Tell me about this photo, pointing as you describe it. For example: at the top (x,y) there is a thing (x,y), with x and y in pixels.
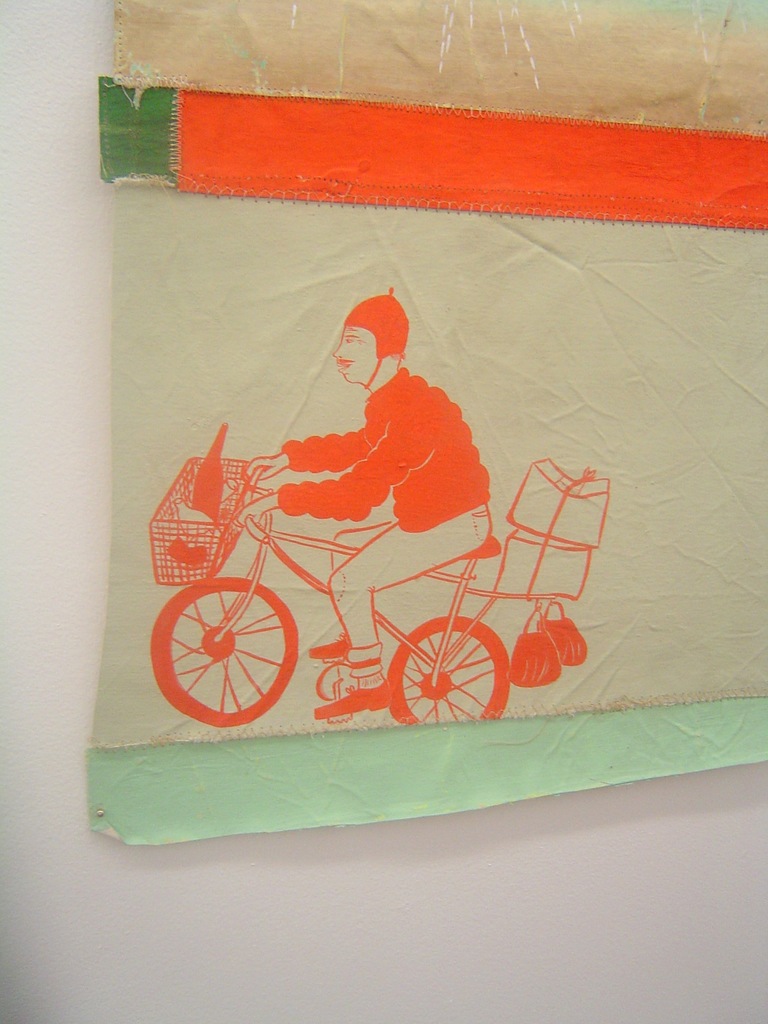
There is a poster (255,435) on the wall (58,556) and on it there is a figure (401,504) of a person (456,461) riding a bicycle (208,590).
